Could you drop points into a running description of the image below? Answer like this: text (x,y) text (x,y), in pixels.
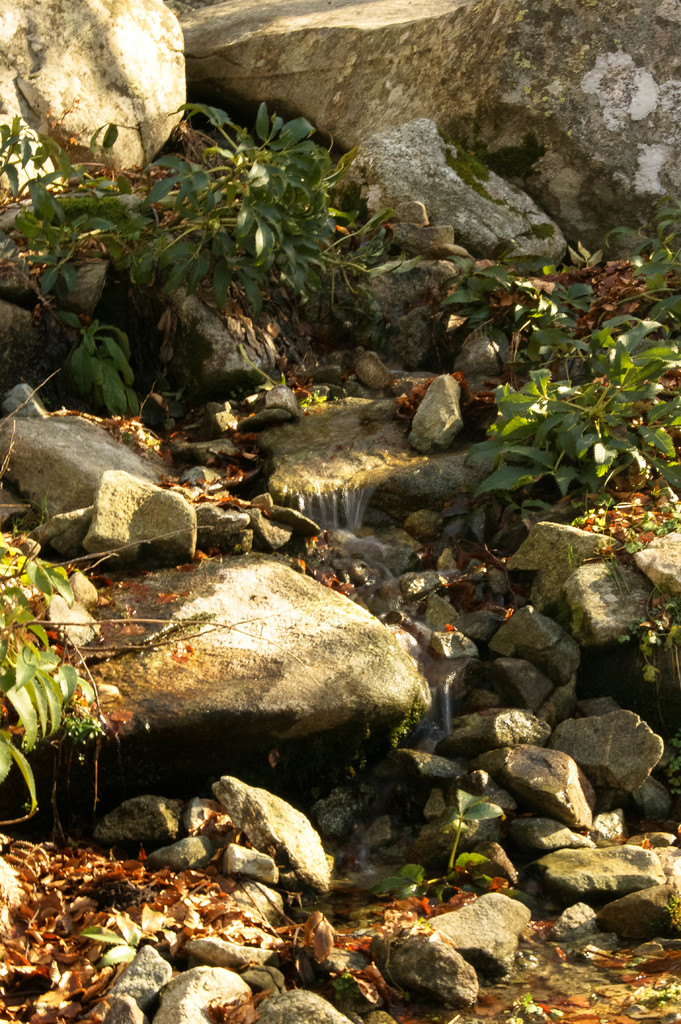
In this image, we can see plants (669,343), stones (176,1011) and water (578,1006). Here we can see dry leaves (6,948).
